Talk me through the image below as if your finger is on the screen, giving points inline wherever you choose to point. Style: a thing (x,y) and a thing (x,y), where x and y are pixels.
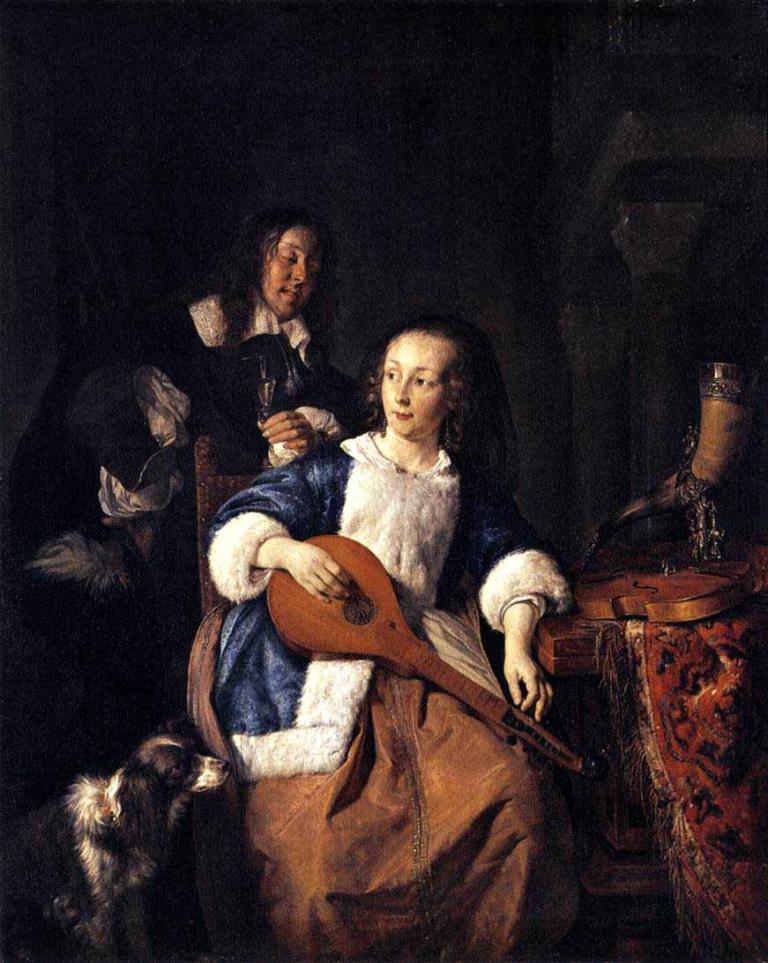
In this image, I can see a painting (412,691). I can see a person (174,522) standing and another person (395,484) sitting on the chair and holding a musical instrument (354,650). At the bottom left side of the image (121,937), there is a dog (132,819). On the right side of the image (705,524), I can see an object (707,472). The background (157,195) is dark.
